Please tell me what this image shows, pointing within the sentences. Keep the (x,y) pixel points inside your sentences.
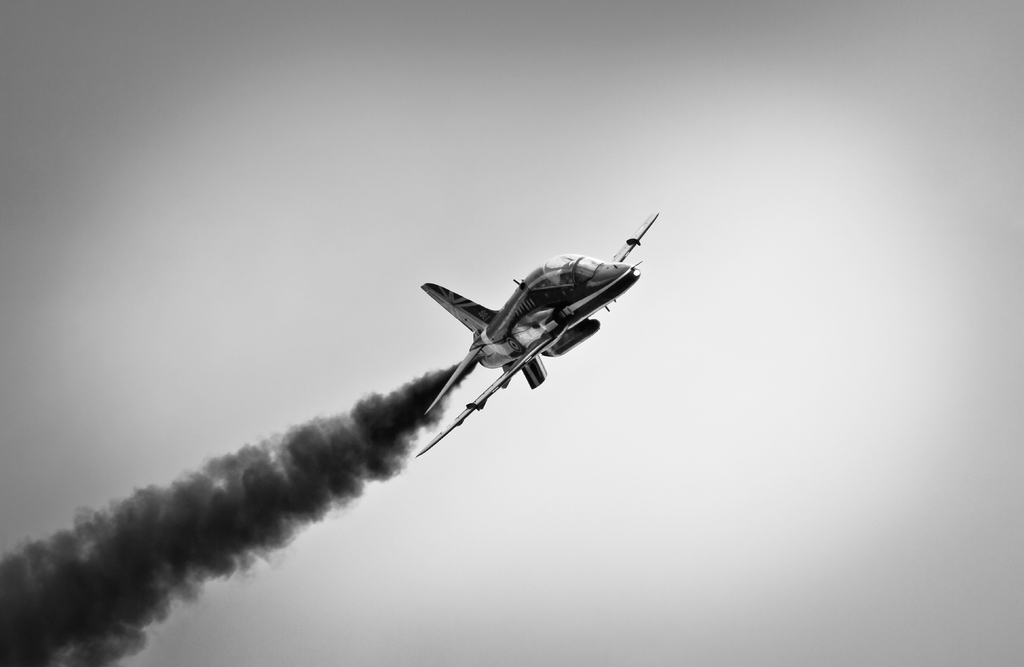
This is a black and white image. In the middle of the image (562,328) there is an airplane (508,327) flying in the air (663,348). On the left side (168,541), I can see the fume (271,512). The background (250,202) is in white color.
